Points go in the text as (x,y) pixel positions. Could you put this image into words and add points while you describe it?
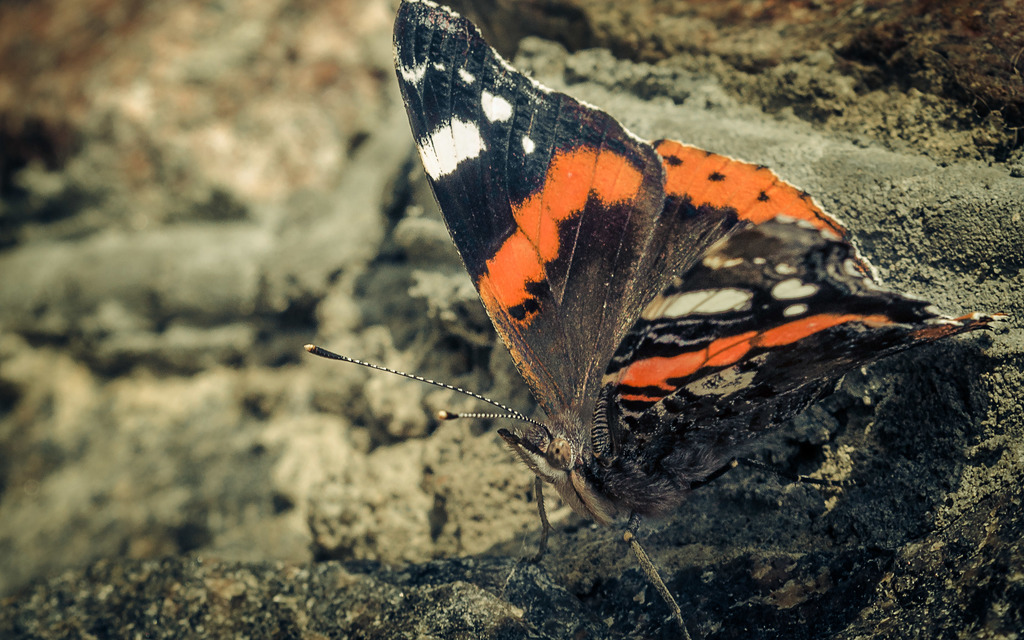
In the image we can see the butterfly (640,287), black, white and orange in color, and the background (131,130) is blurred.
